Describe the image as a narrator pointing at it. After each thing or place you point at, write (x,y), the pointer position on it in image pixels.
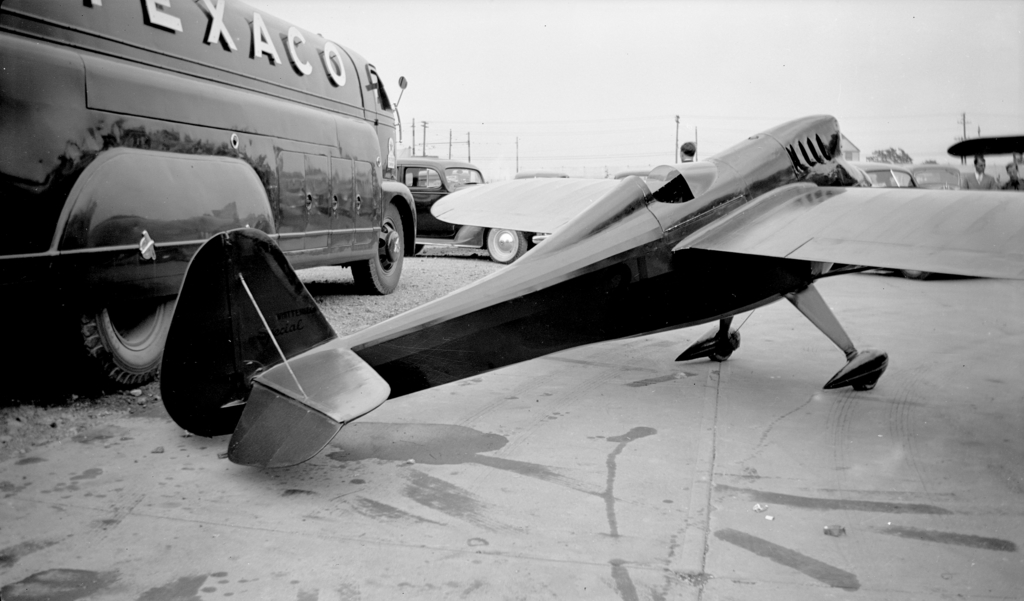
This is black and white picture where we can see airplane (742,290), van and cars (415,185). Background of the image (448,141) poles (423,138) and wires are present. Behind the airplane (729,189) persons (974,179) are there.
